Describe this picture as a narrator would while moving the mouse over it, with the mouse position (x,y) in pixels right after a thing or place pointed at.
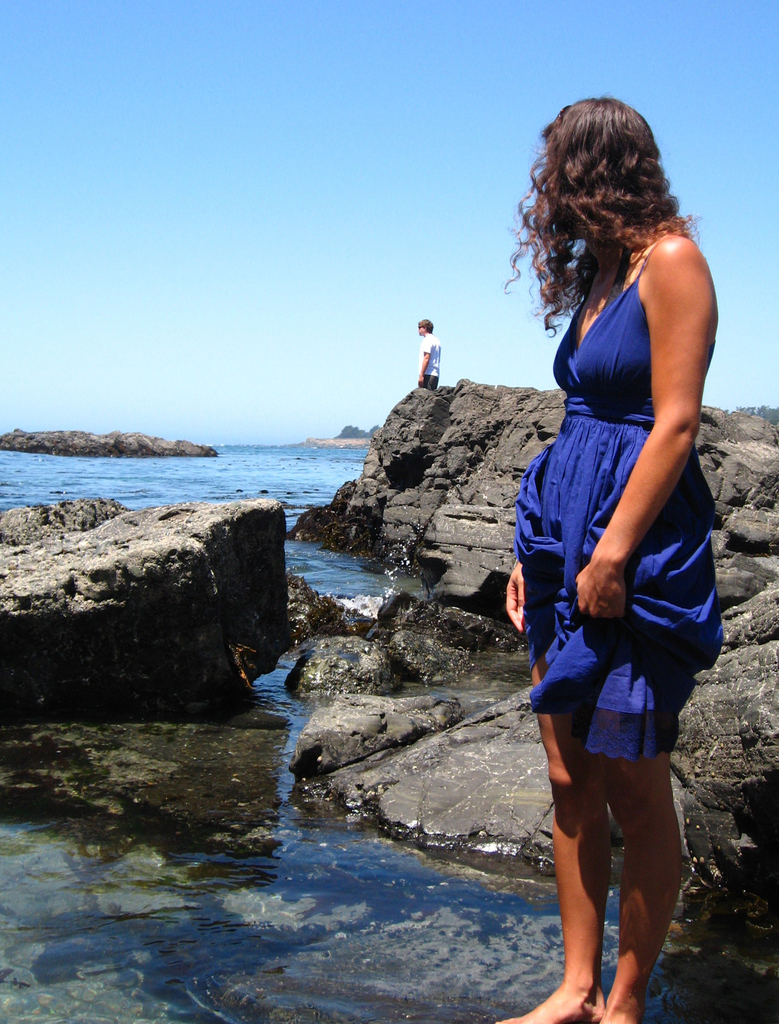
Here on the right (635,433) we can see a woman (647,590) standing in water (398,1016). In the background (325,726) we can see rocks (387,504), water (290,452), a person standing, trees (360,434) and sky (343,184).
